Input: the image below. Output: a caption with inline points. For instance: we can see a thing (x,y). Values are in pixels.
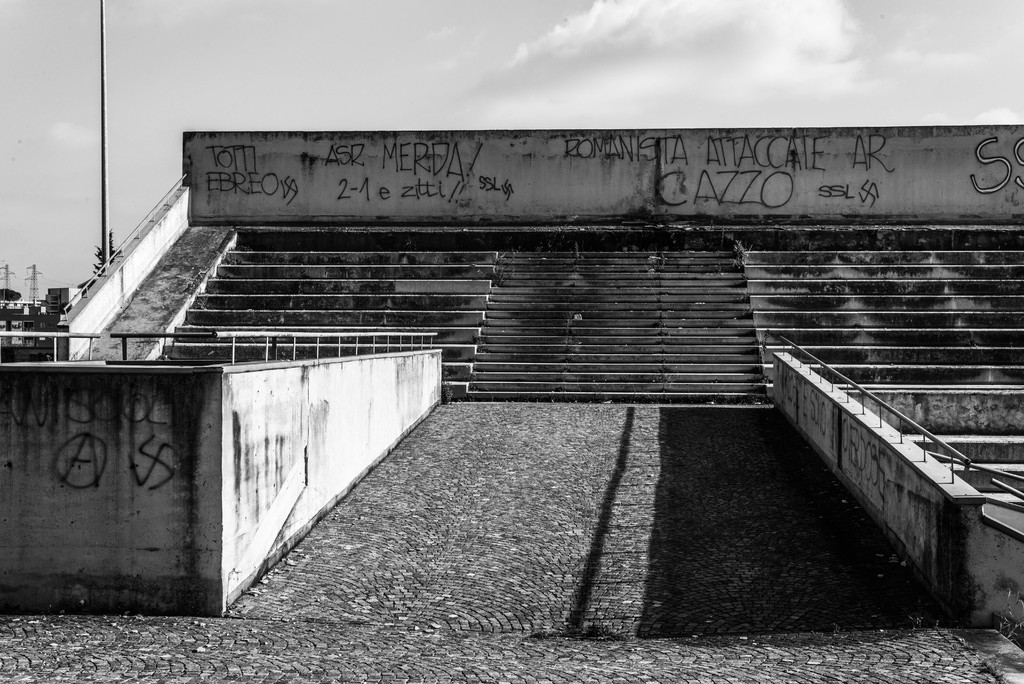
This is a black and white pic. We can see steps (414,297), texts (405,189) written on the walls (25,453) and railings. In the background (7,288) we can see a pole (105,113), tree (14,293), towers (34,271), objects (16,307) and clouds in the sky (960,99).
